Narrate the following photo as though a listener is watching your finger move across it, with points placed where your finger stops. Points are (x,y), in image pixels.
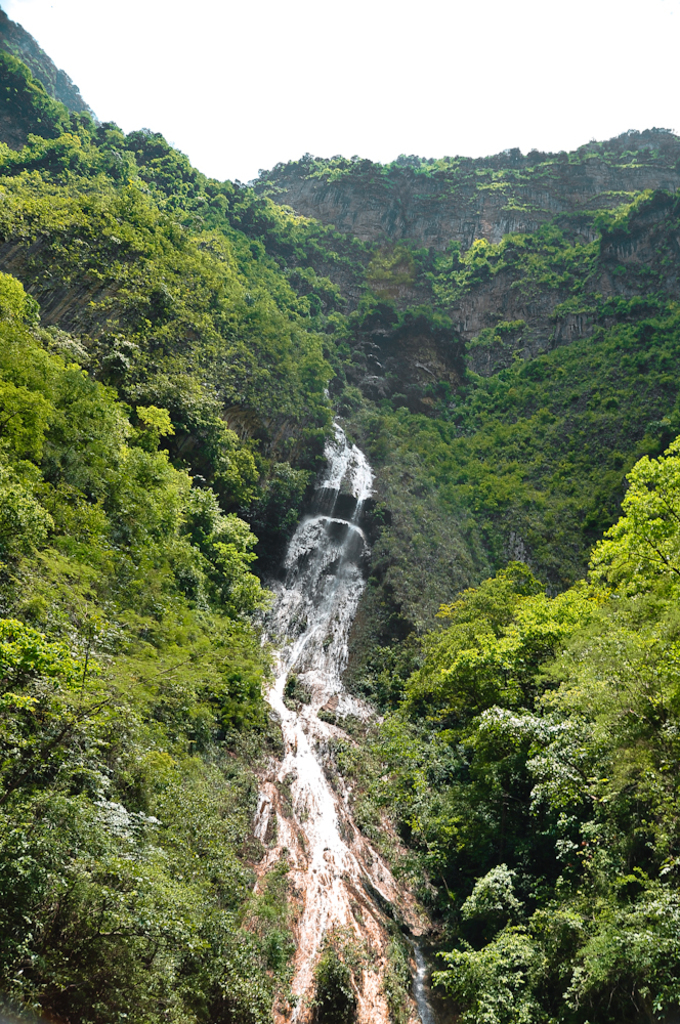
In this image we can see the waterfall (379,985), on either side of the image we can see trees (291,232) on the hills (462,258) and the sky (308,132) in the background (371,132).
